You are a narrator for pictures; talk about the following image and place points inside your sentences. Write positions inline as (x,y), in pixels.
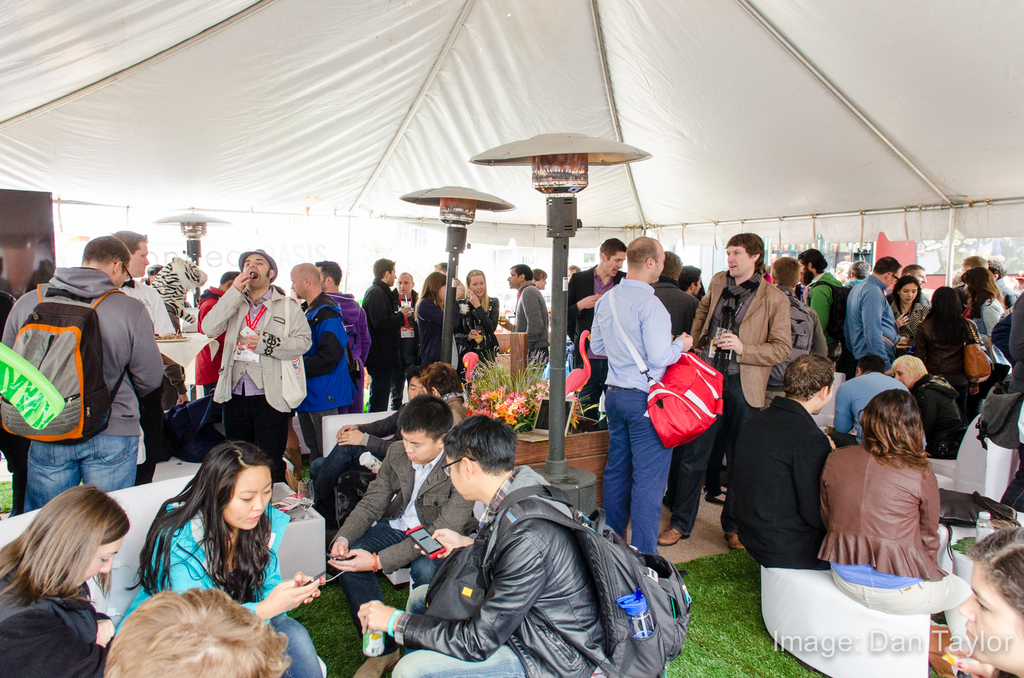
In this image there are persons (276,370) standing and sitting, there are poles (556,317), there is grass (754,663) on the ground (744,645), there are flowers (500,395) and there is a tent (543,94) and in the background (843,260) there are objects (955,250). At the bottom right of the image (854,641) there is some text (935,646) which is visible.
